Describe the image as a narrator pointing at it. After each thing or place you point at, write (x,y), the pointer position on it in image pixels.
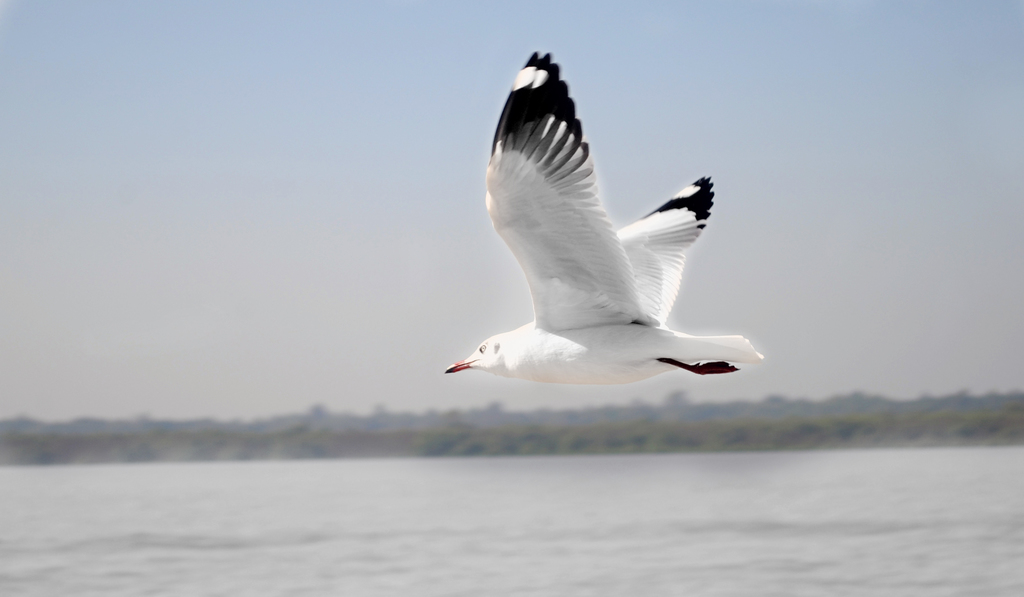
In this image there is a bird (576,219) flying over the water (902,589), sky (398,338) and maybe few trees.
